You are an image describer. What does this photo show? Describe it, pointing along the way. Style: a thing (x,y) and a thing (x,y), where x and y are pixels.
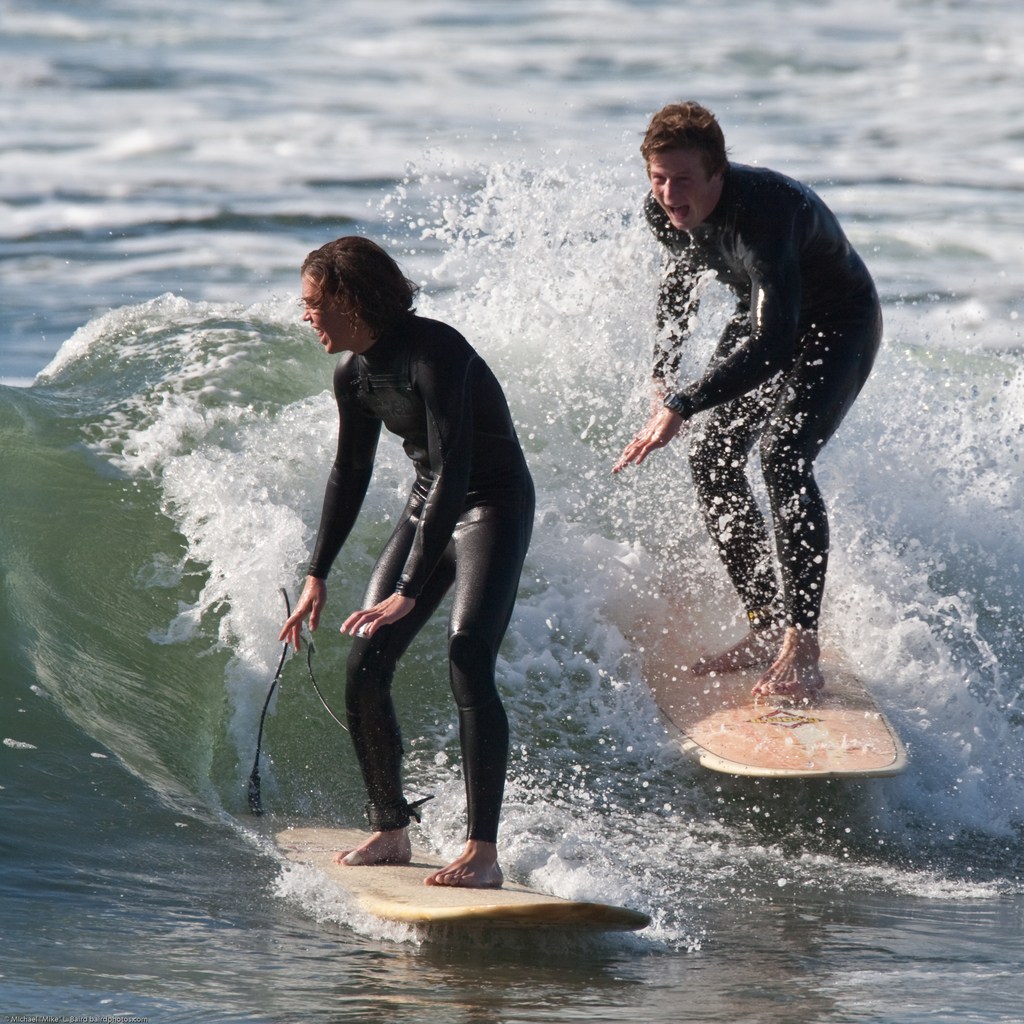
In this image we can see persons (493,789) surfing on the sea (559,738).
